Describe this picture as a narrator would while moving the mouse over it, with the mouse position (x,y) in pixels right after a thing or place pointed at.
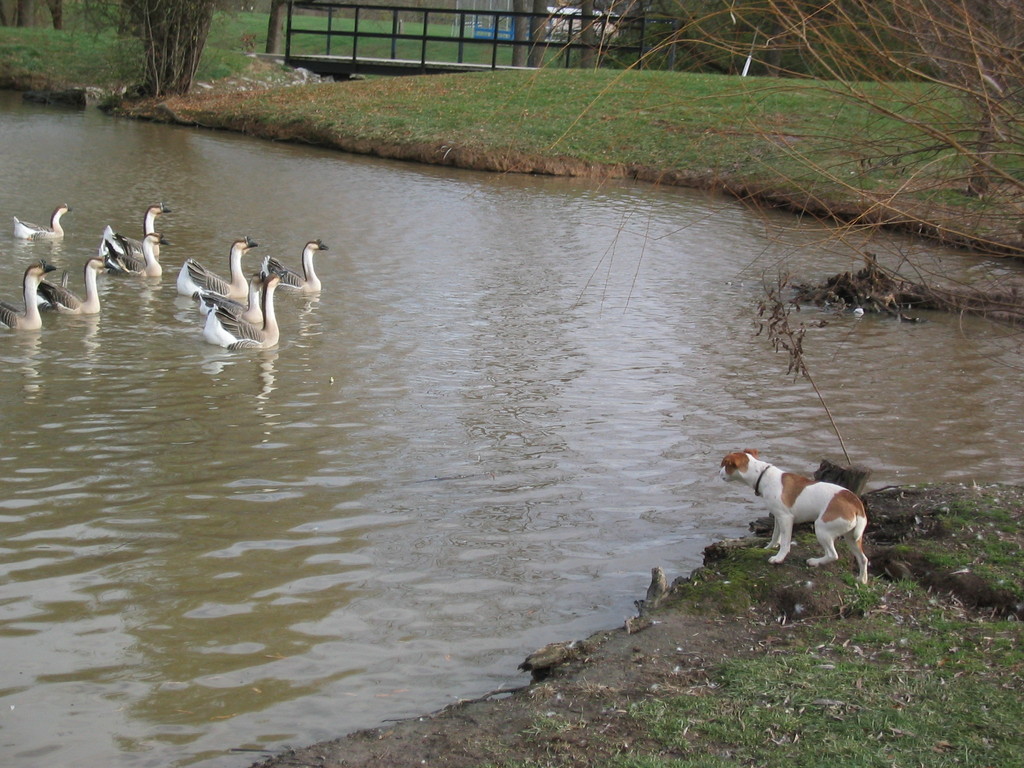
In this picture we see some white ducks (275,341) in the lake water (707,432). Behind we can see green lawn (417,106) and black iron railing (550,44). In the front (821,507) bottom side we can see white and brown dog (806,505) standing and looking to the ducks (164,240).
